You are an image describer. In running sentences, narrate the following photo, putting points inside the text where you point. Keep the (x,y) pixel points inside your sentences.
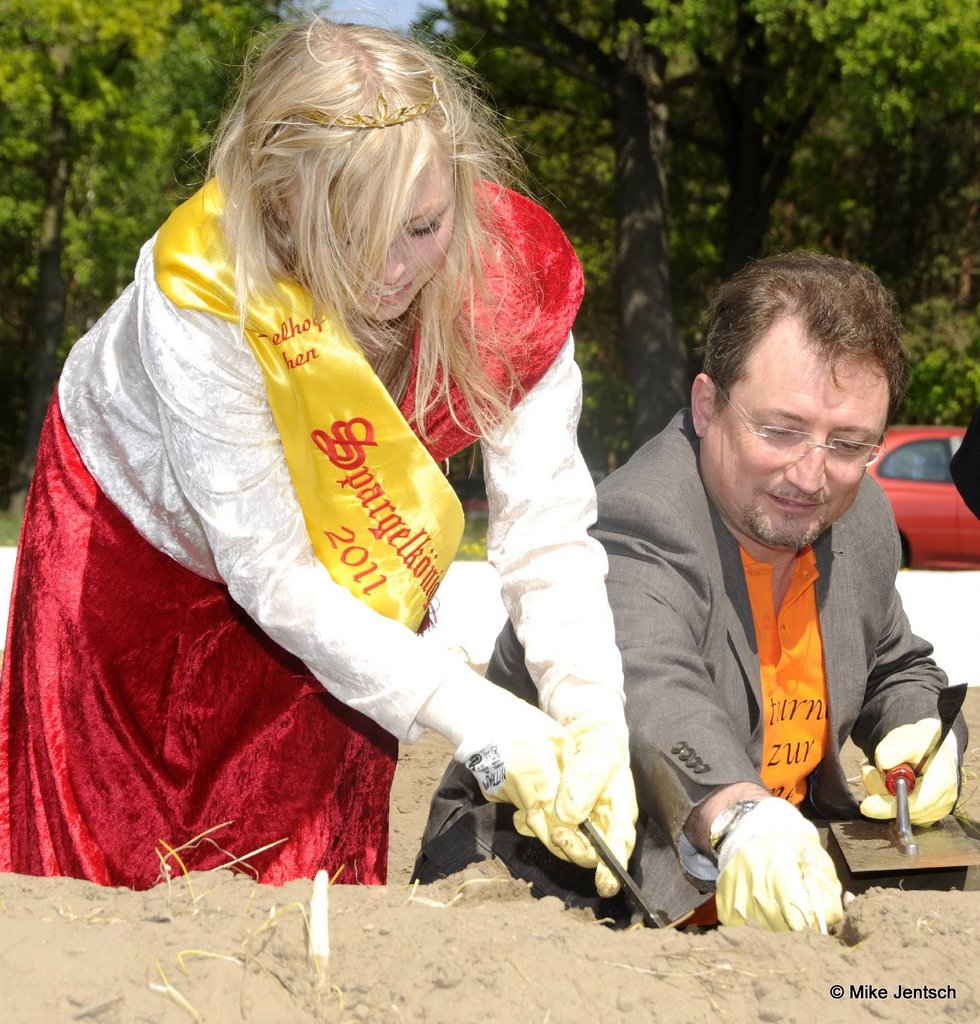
In the picture we can see a man (840,339) and woman (364,146) bending near the sand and a man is wearing a blazer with orange T-shirt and the woman (94,631) is wearing a white dress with red skirt (146,695) and some yellow cloth (400,444) on it and they both are wearing gloves (936,726) and working something in the sand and behind them we can see a car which is red in color and besides we can see trees (649,320).
